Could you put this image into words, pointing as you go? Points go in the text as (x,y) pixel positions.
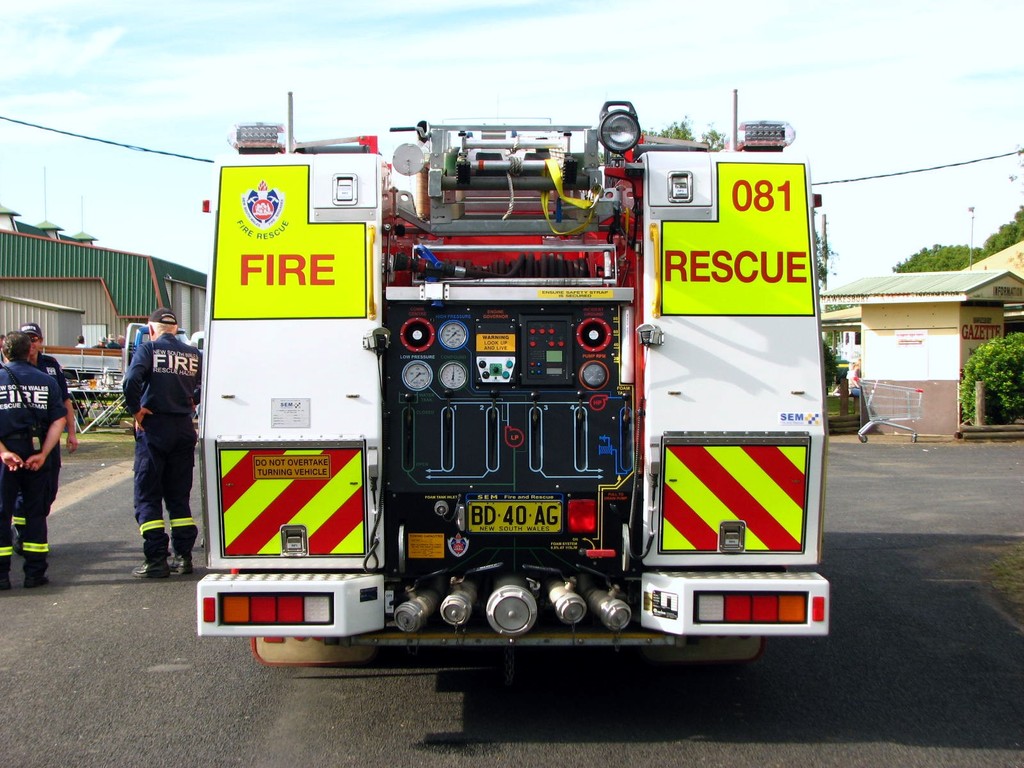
In this image there is a cart (861,382), sheds (150,285), trees (1007,241), pole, people (173,392), vehicle (534,373), cloudy sky (199,251) and objects (84,371). Vehicle (584,383) and people (161,399) are on the road (450,651).
